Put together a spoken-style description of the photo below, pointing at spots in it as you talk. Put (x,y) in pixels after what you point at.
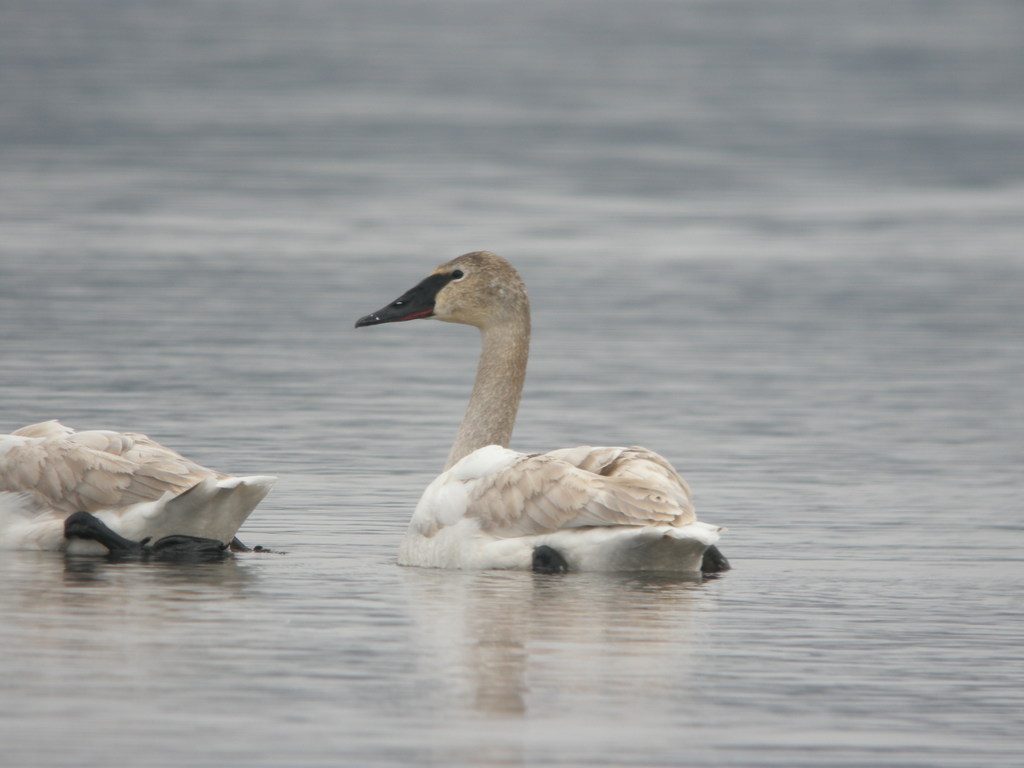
In this picture we have brown and white colored swans (490,348) with black beaks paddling in the river (407,258).
